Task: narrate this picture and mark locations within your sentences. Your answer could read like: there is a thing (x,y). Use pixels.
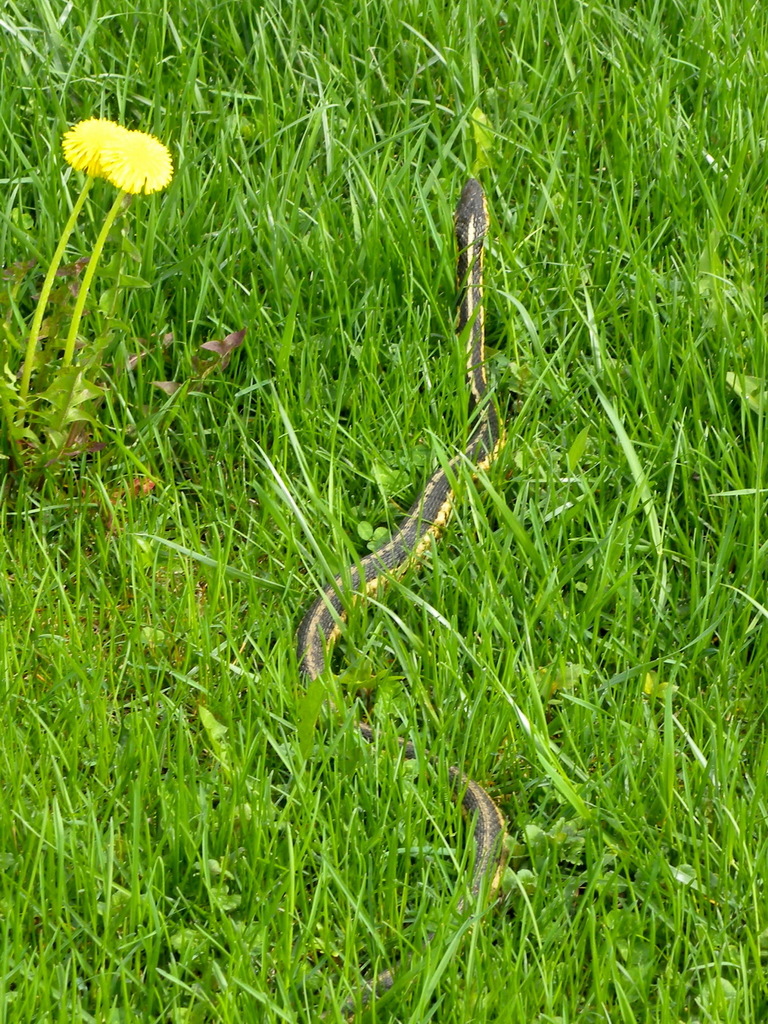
In this picture there is a snake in the center of the image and there is grassland (565,435) around the area of the image, there are flowers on the left side of the image (155,139).
